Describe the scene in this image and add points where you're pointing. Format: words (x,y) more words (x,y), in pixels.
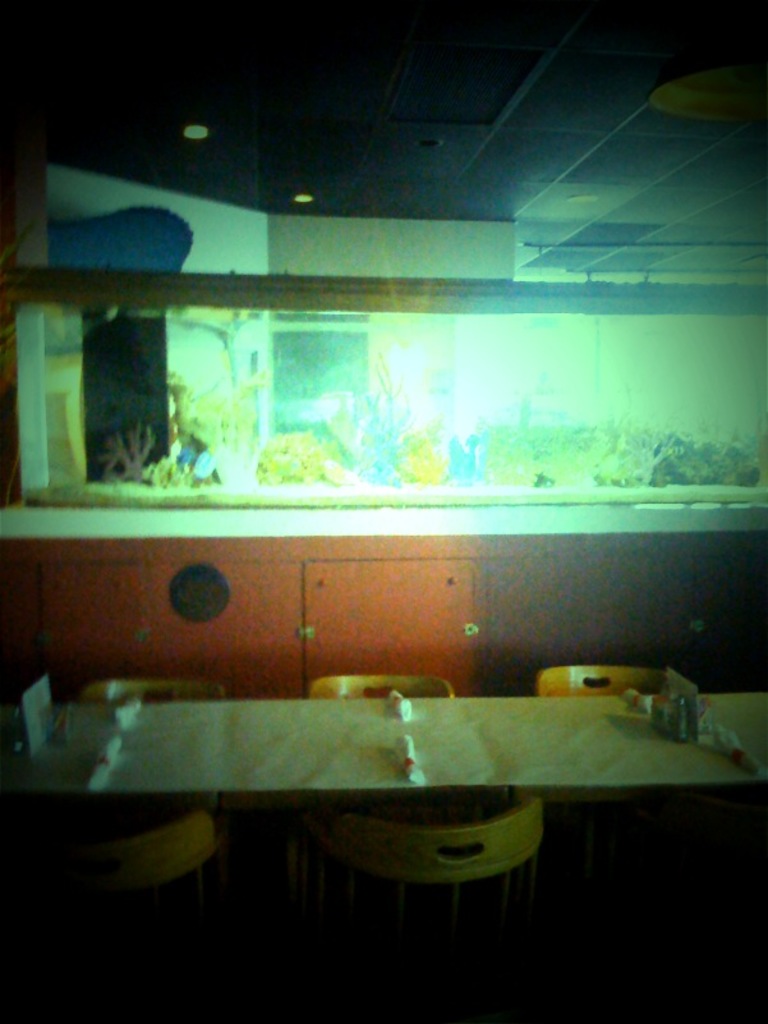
In this picture we can see the table (392,715), chairs (518,815) and we can see big aquarium (344,317).
